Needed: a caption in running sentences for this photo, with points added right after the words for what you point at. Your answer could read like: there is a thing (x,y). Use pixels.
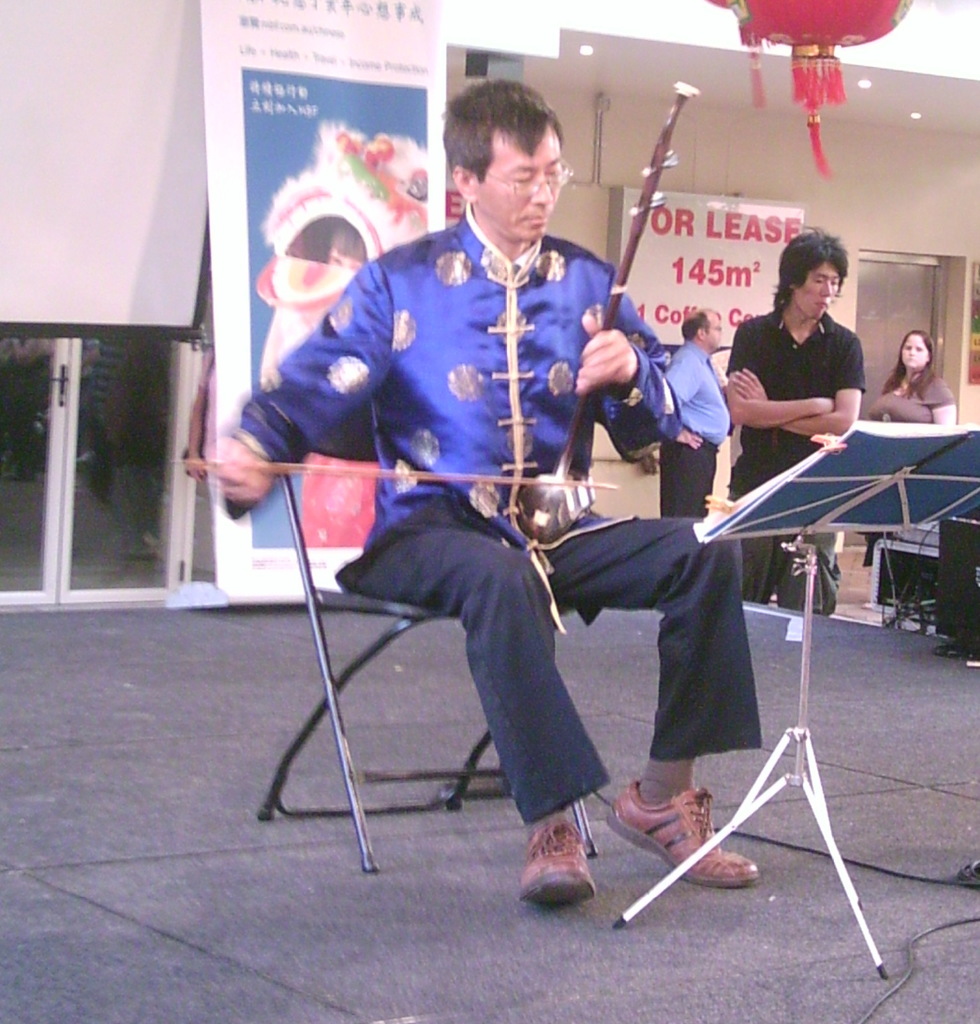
In the foreground (532,674) I can see a person (450,405) is sitting on the chair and is playing a musical instrument (617,302) and a stand (853,432). In the background (757,415) I can see three persons (848,419) are standing on the floor (942,690), posters (798,219), wall (853,152), door (907,261), table (930,532) and a rooftop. This image is taken may be in a hall (865,152).
